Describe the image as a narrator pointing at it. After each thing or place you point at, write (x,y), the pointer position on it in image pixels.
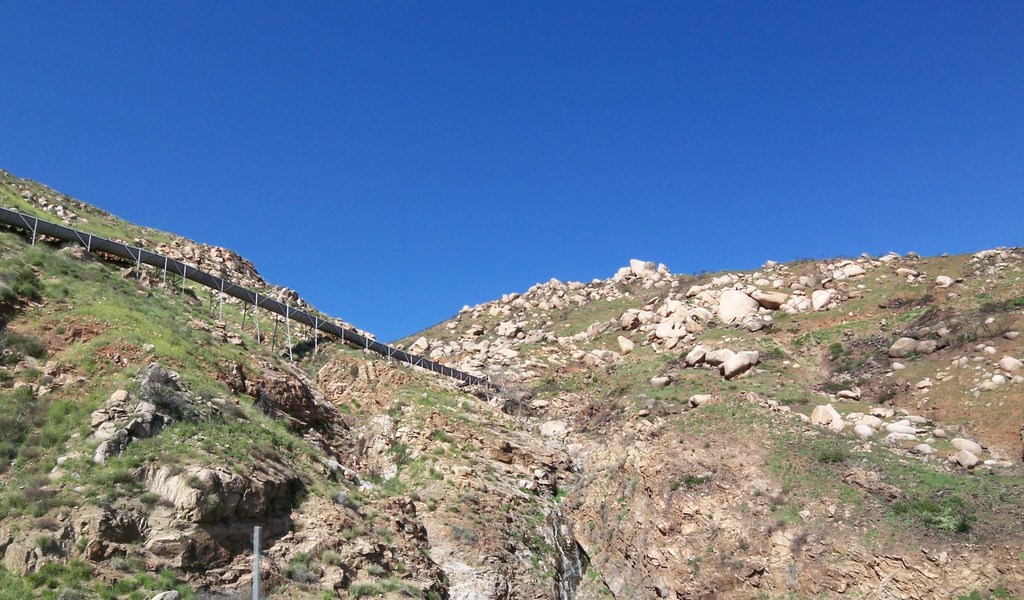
In this image I can see there is a hill (781,348), on the left (57,228) it looks like a bridge (317,326). At the top (622,121) there is the sky (677,135).
